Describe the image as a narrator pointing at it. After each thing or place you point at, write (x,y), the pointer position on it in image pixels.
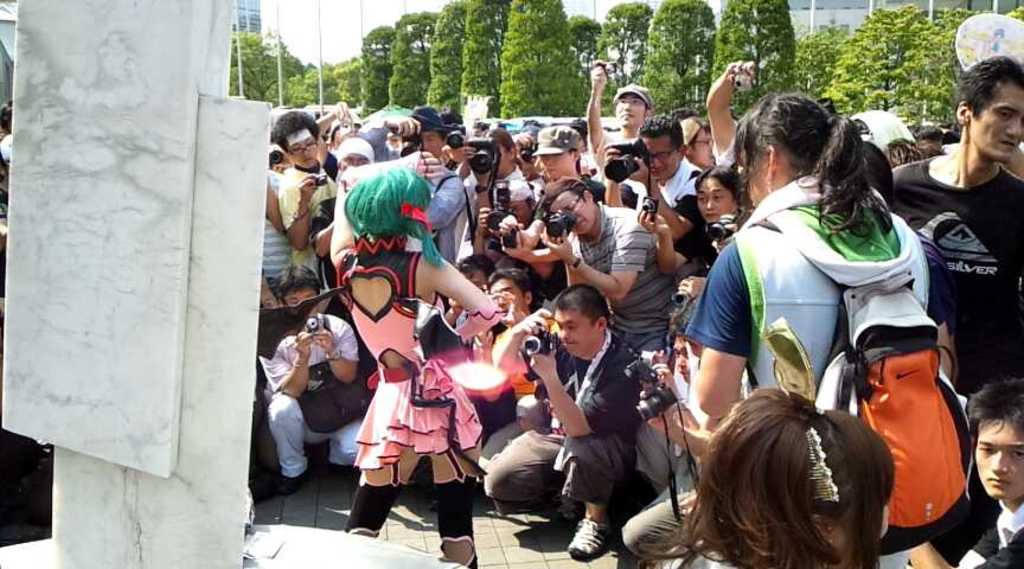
In this image I can see number of people (800,199) and in the front (767,301) I can see one of them is carrying a bag (879,373). I can also see most of them are holding cameras (496,211) and few of them are wearing caps (575,137). In the background (499,78) I can see number of trees (379,92), number of poles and few buildings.
